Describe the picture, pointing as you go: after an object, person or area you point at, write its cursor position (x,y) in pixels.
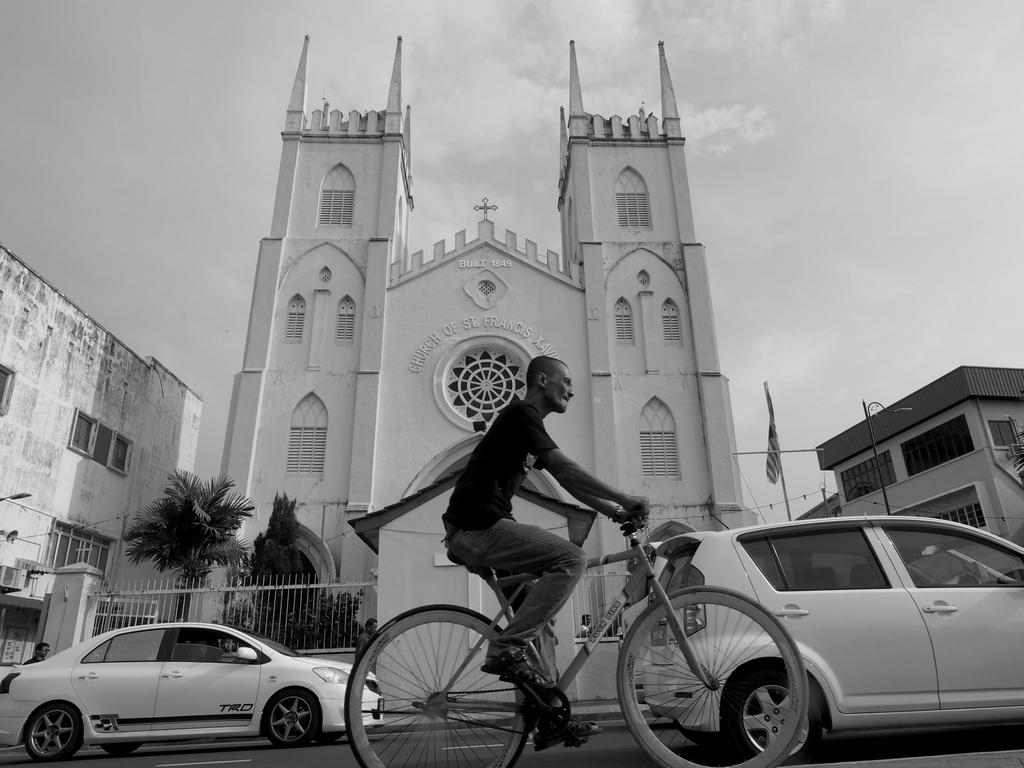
This is a black and white picture. At the top (519,21) we can see sky (525,49) with clouds (473,50). This is a holy church (532,355). Here we can see buildings (64,453). This is a flag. These are trees (257,559). We can see vehicles (978,632) on the road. We can see a man (572,582) riding a bicycle (466,651).
